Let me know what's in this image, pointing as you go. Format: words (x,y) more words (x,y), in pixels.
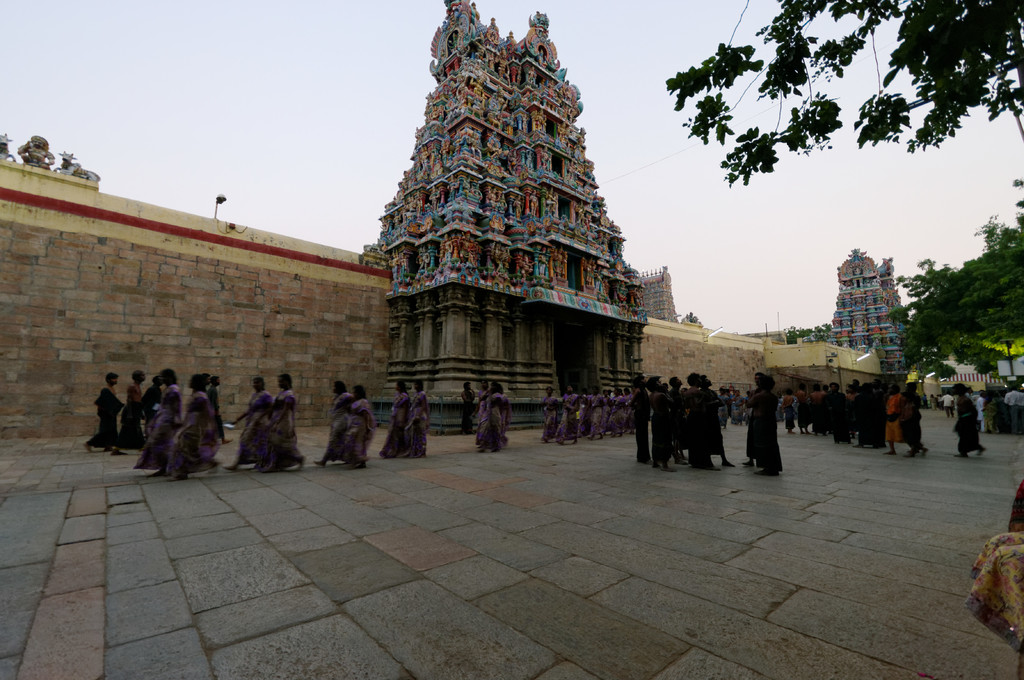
In this image we can see a temple (562,387) with lights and statues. We can also see a wall (357,362) and a group of people (589,416) standing on the floor (706,546). On the backside (949,338) we can see a tree (897,110) and the sky (422,100) which looks cloudy.
